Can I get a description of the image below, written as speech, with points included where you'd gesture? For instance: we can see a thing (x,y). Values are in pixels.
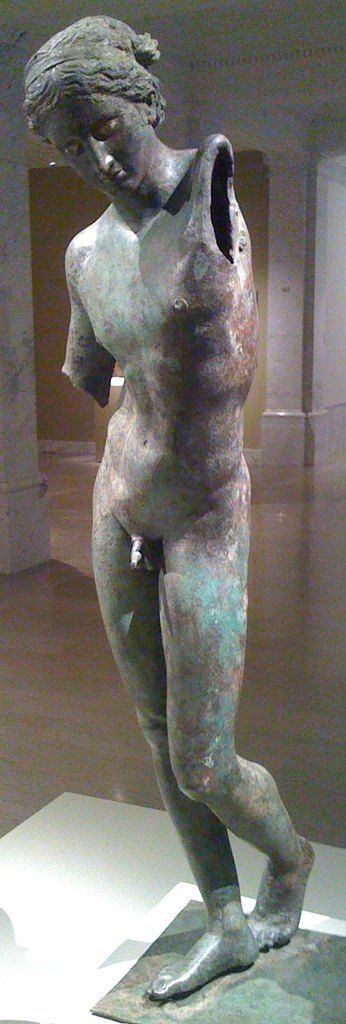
In the center of the image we can see one solid structure (126,950). On the solid structure (114,891), we can see some objects (127,996) and one statue (180,456), which is in greenish-grey color. In the background (25,393) there is a wall (341,315), roof (197,3), pillars (291,322) and a few other objects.
